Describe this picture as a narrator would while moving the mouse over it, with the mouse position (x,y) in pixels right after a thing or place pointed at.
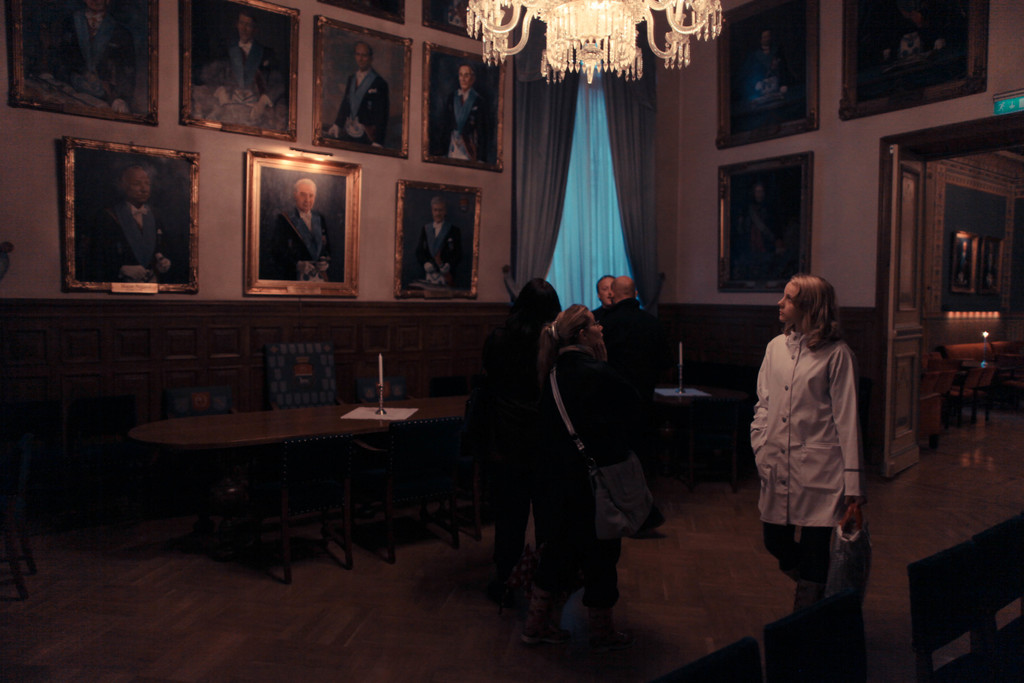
A girl (805,398) with white coat (801,422) standing on the floor (532,663) beside two women (548,410) of which one held a bag (604,468) and another woman (509,357) looking at the wall (372,262) which is full of pictures (278,216). behind that there is curtain (590,214) and above there is chandelier (598,33). In the middle (617,305) two men (630,320) were talking with each other. There is entrance door (901,303) to enter this room (710,419).
